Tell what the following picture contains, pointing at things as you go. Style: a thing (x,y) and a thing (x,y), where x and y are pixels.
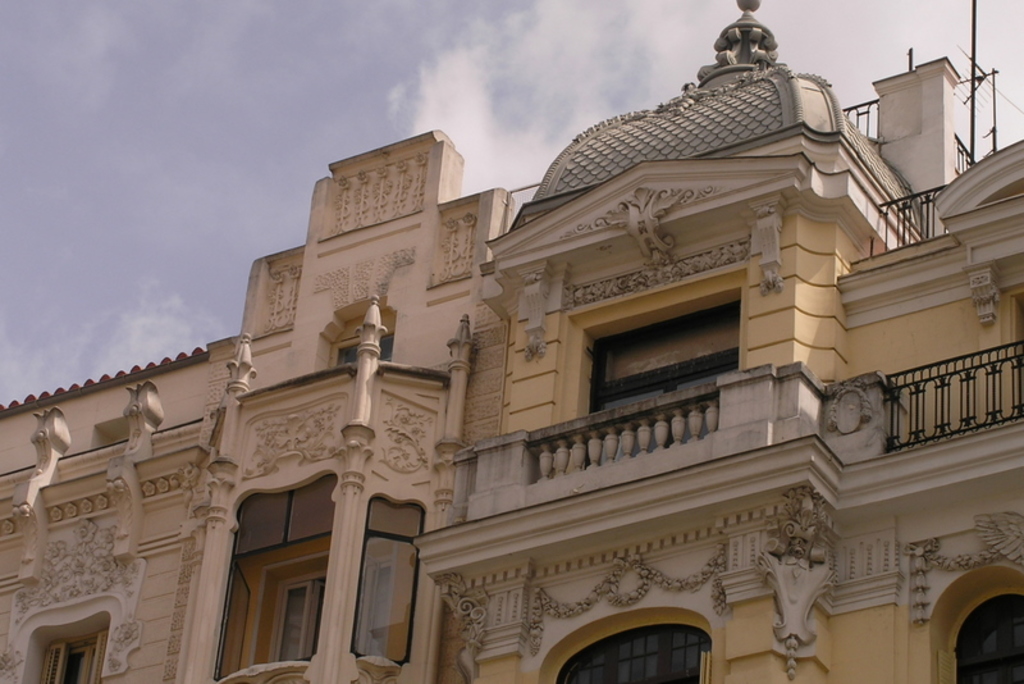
In the image there is a building (340,508) with windows (404,595), railings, walls (385,480) with designs (296,429), roofs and also there are poles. At the top of the image (521,184) there is sky (219,131) with clouds (960,114).
